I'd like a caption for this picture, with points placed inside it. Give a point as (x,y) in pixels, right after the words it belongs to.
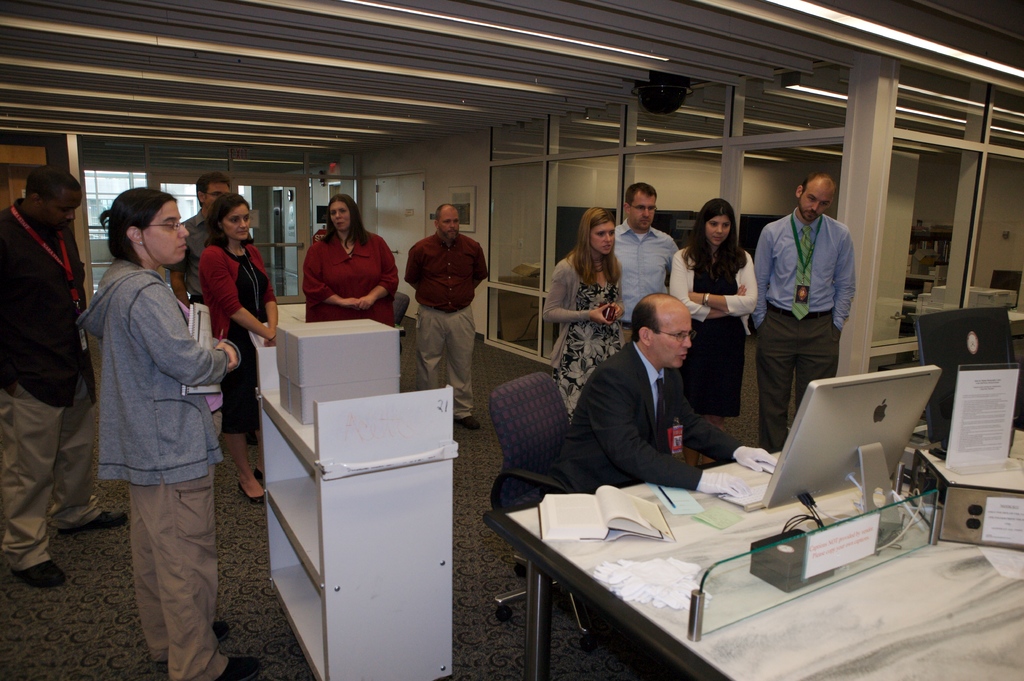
In this image I see a man (713,492) who is sitting on the chair (515,379) and there are lot of people (760,416) behind him. I also see that there is a table (712,636) over here and there are lot of things (962,376) on it. In the background (884,102) I see the wall (874,94).
